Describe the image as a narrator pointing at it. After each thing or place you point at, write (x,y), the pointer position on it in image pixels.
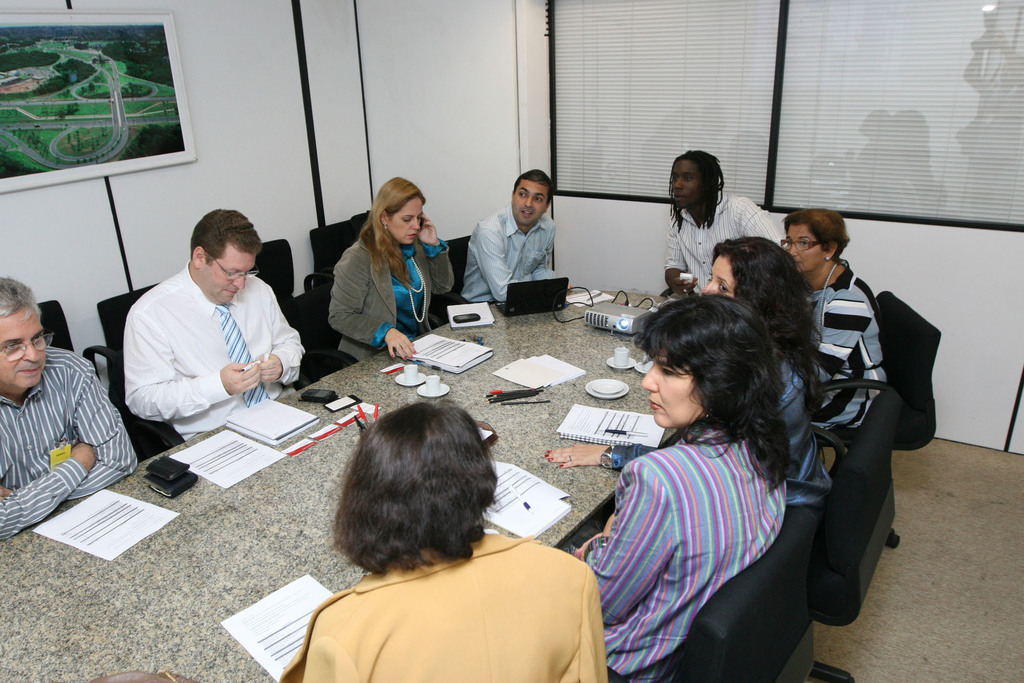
In this image I can see number of persons (768,503) are sitting on chairs (846,505) which are black in color around the table (133,584). On the table (140,560) I can see few papers (125,525), few mobiles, a laptop (523,292) which is black in color, a projector (647,314) and few other objects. In the background (283,146) I can see the wall (255,150) and a photo frame (151,107) attached to the wall (271,114).
